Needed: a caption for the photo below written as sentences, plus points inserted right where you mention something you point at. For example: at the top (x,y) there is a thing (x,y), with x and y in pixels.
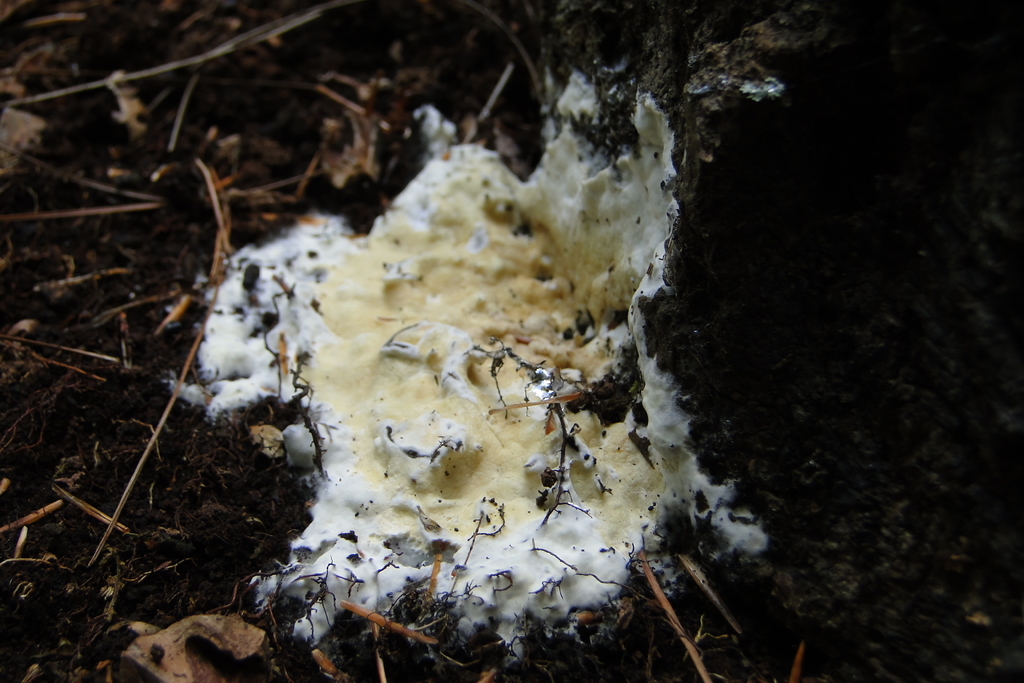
In this picture we can see fungus (503,421), rock (749,149) and grass (107,185).
